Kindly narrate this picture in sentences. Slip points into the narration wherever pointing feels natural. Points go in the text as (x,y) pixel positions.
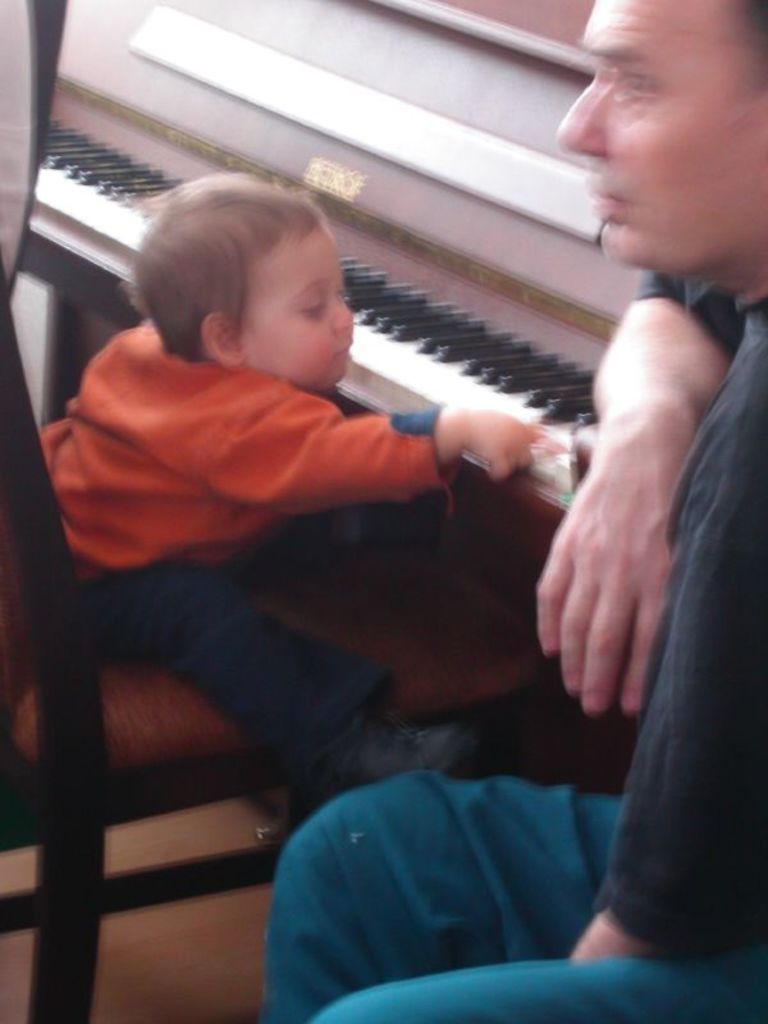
There is a kid (221,462) sitting in a chair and playing with piano (456,383) and there is a person (671,666) beside him.
